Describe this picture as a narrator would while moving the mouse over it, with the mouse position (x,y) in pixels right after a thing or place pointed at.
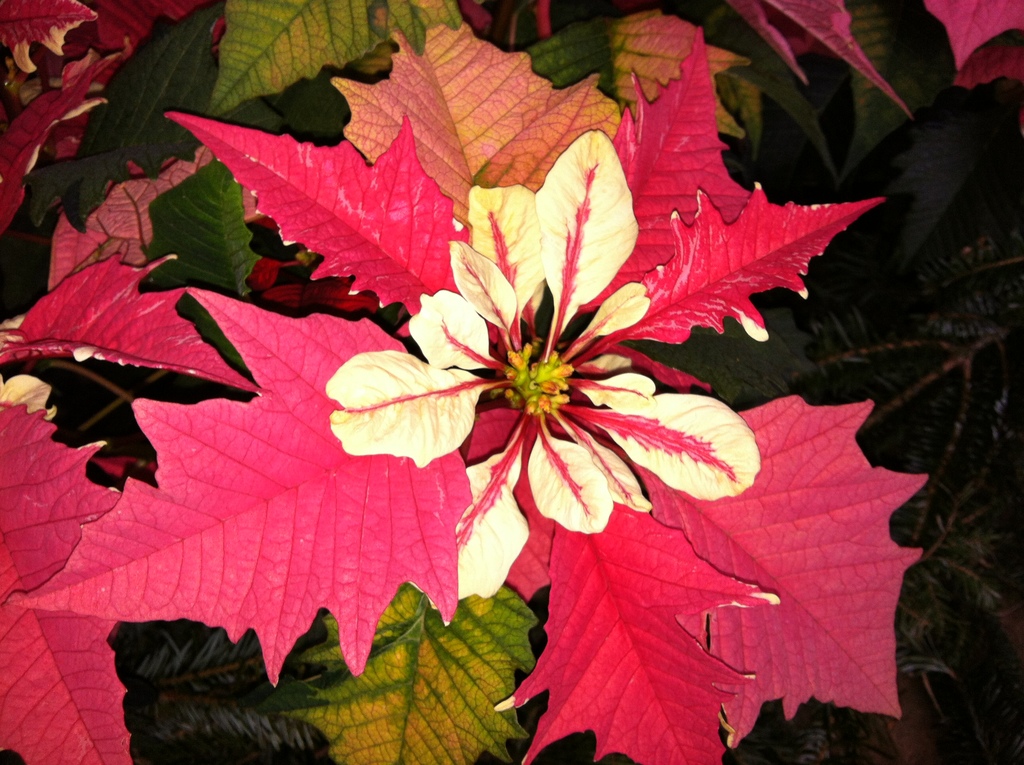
In this image we can see plants (538,564).
